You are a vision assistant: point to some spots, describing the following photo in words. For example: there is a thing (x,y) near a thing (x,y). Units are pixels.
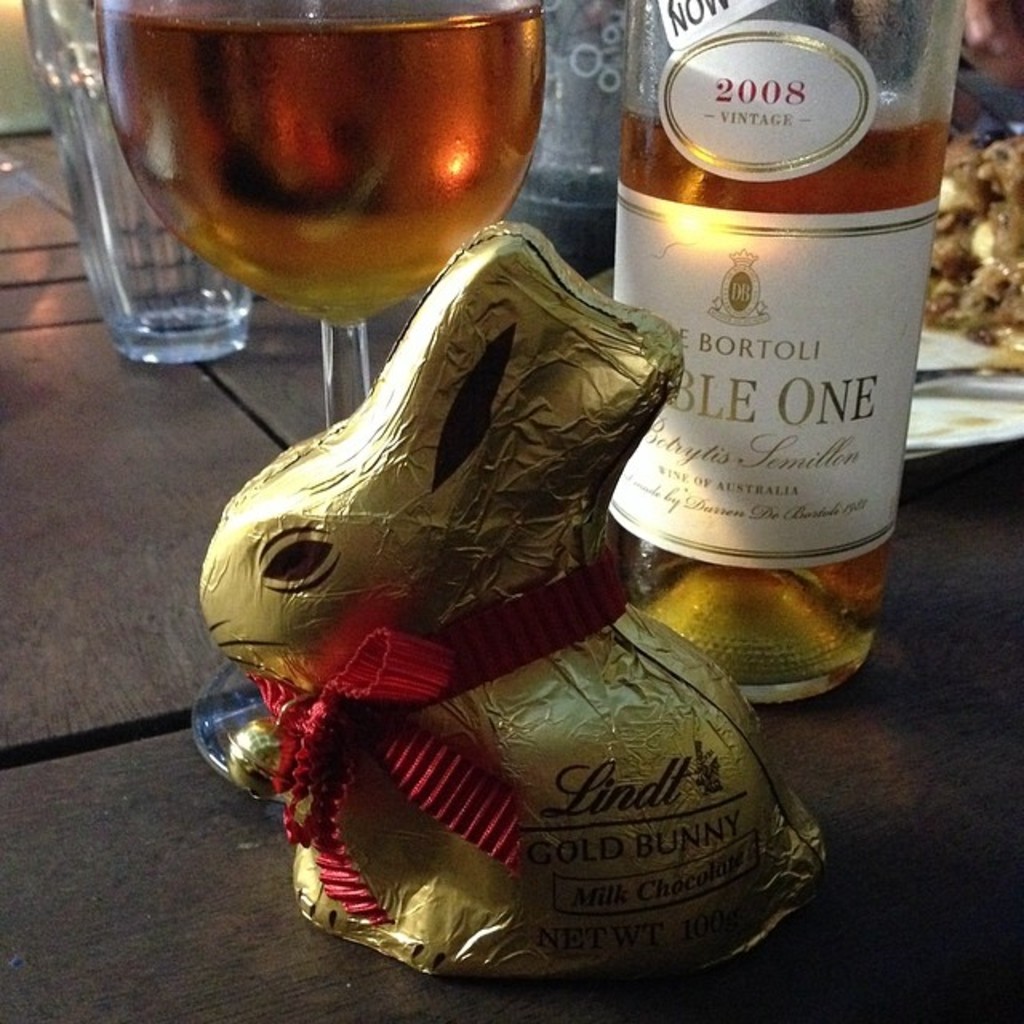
There is a table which has a wine bottle (763,233) and a glass of wine (327,163), a chocolate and some eatables (957,281) on it.
